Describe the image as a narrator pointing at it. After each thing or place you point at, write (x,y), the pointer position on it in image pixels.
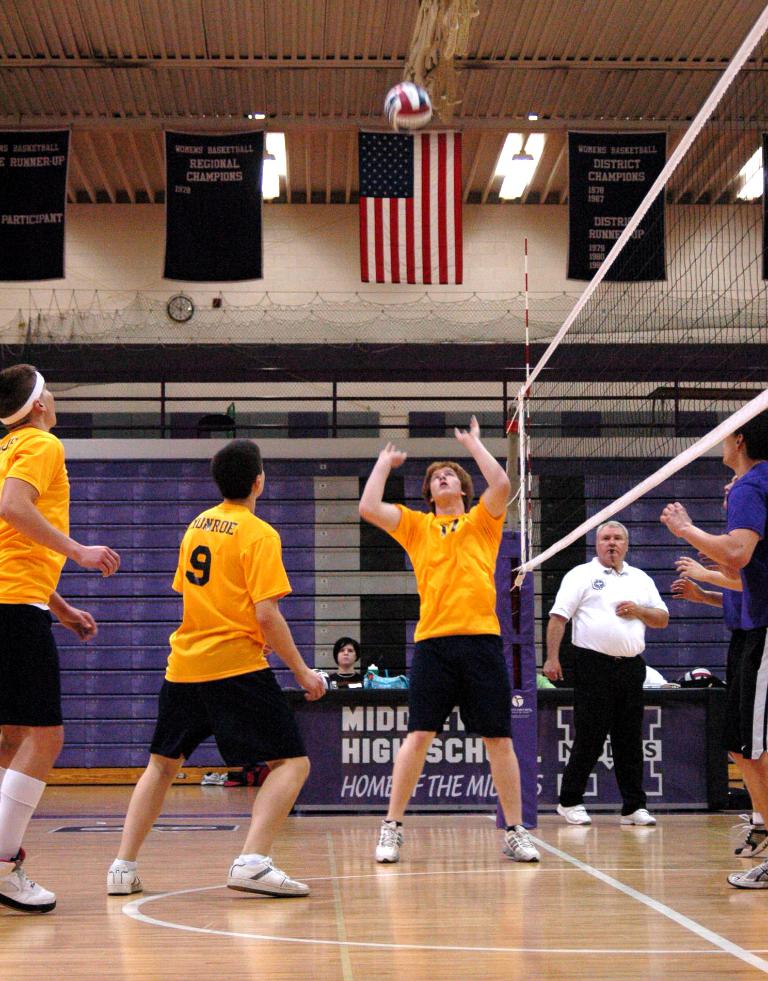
In the image we can see there are people (558,625) standing, wearing clothes (260,716), shoes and it looks like they are playing. Here we can see the playing court (489,904), net (622,367) and ball (404,114). Here we can see the flag (423,203) of the country, wall (322,257), posters (208,193) and text (187,190) on the posters (173,196).
